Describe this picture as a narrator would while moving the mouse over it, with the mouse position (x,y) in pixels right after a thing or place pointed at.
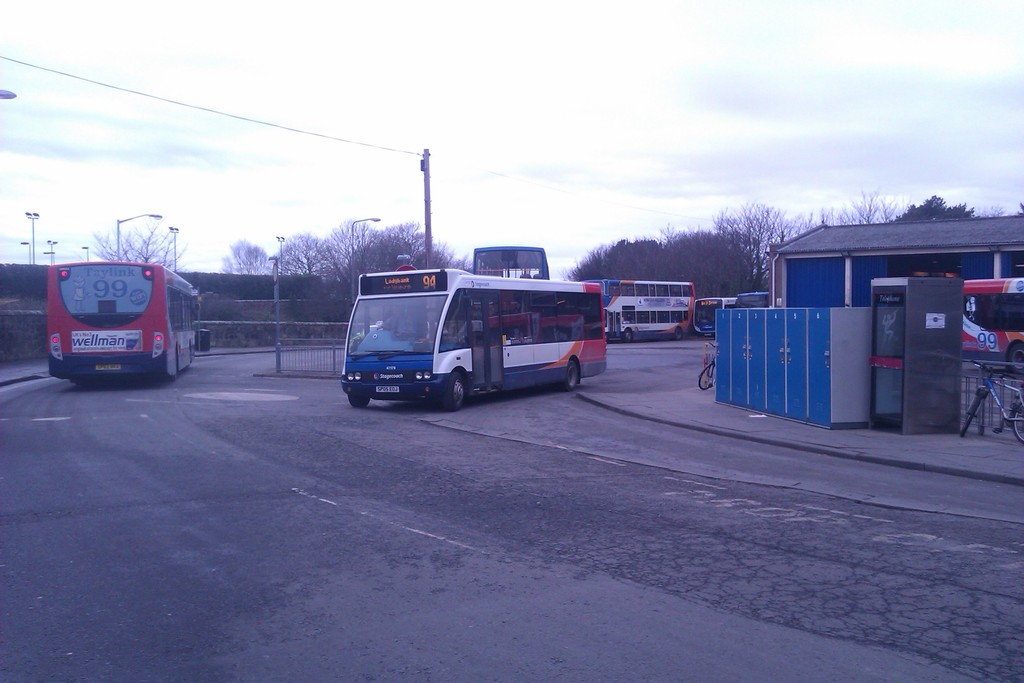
In this image we can see group of buses (534,305) parked on the road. To the right side of the image (760,386) we can see a bicycle (969,413), cupboards (745,382) placed on the path (797,420). In the background (831,266) we can see group of trees (444,265), Poles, Building (941,241) and sky (546,111).
